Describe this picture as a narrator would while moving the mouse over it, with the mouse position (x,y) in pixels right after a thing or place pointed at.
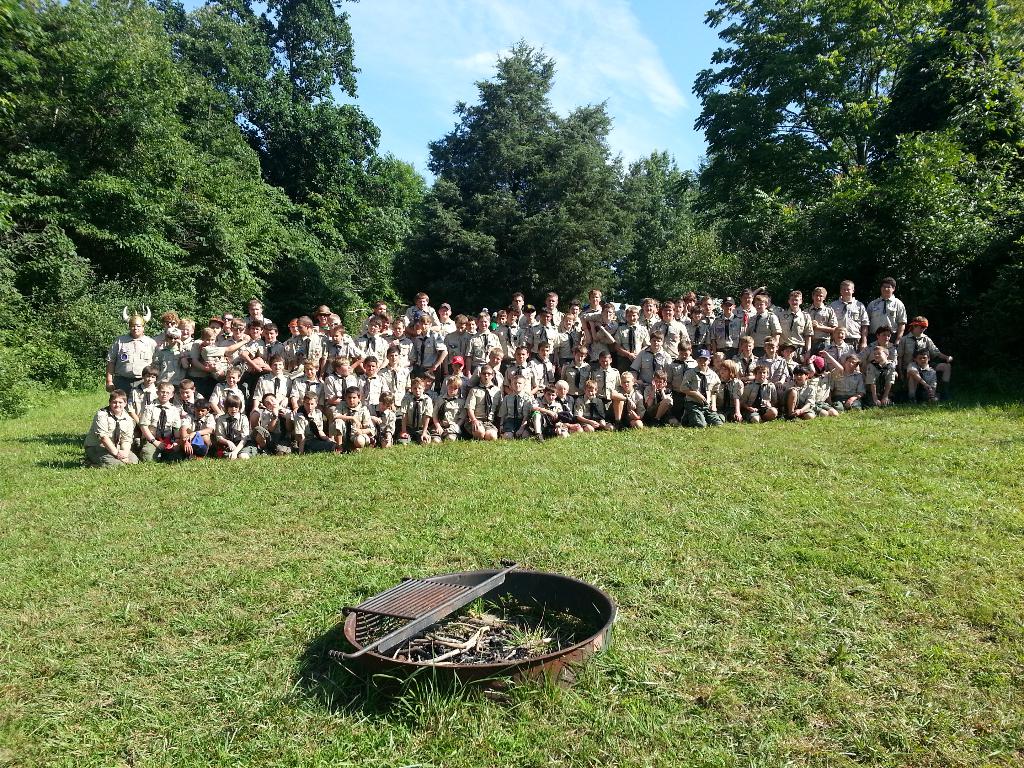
In this image we can see some people (614,385) are arranged in rows, few are sitting and few are standing on the surface of the grass (348,473). At the bottom of the image (471,578) there is a metal structure (470,590). In the background (363,273) there are some trees (520,214) and sky (551,44).
